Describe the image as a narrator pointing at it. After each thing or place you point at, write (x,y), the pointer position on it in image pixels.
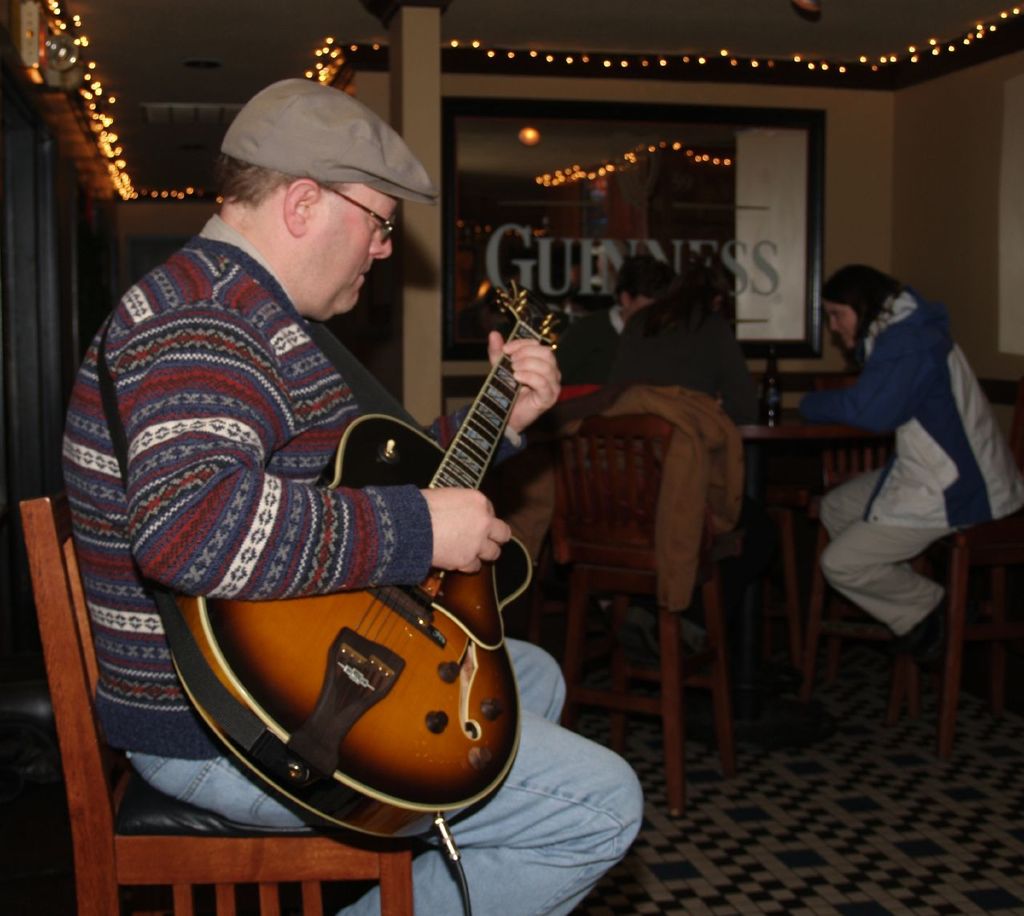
There is a man (399,550) sitting on a chair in the foreground area of the image (456,677), by holding a guitar (426,705) in his hands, there are people (676,315), light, it seems like a glass window (685,215) in the background (730,238).
